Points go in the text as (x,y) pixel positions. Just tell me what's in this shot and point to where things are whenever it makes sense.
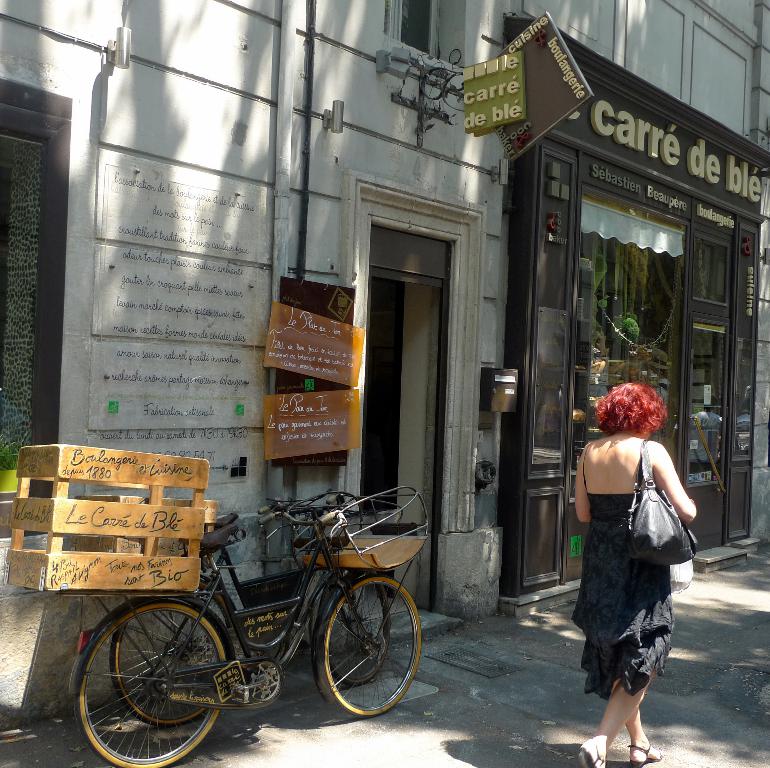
In this image I can see a person (603,600) walking and the person (631,682) is wearing black dress (621,559) and black color bag (667,532). I can also see few bicycles (126,618), background (335,299) I can see few wooden boards (331,427) and something written on the boards (314,418) and I can also see few stalls (574,287) and a building (308,173) in white color.
